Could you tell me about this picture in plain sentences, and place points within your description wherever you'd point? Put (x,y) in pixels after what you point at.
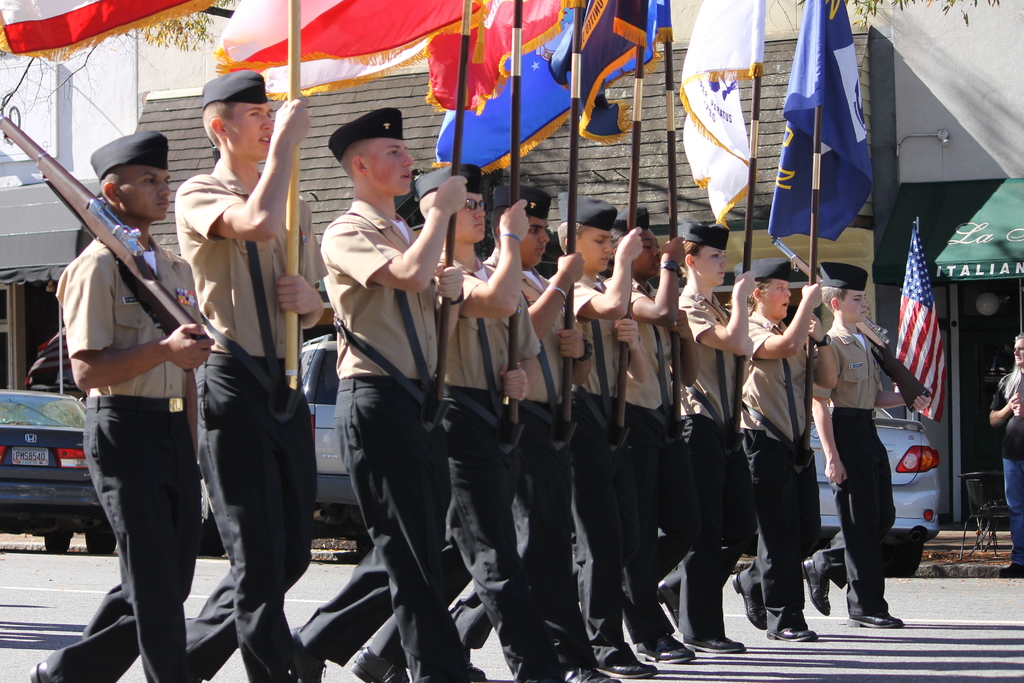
In this picture we can see the group of persons (616,286) who are holding flags (734,110). At both the corner of the group (776,506) we can see two persons (121,283) holding the gun (145,261). They are taking the march on the road (922,655). In the background (22,435) we can see cars (14,424), flag (902,349), building (893,340), light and shade (941,243). In the top left corner (173,31) we can see trees (182,22). On the right (1015,397) there is a woman (1019,555) who is standing near to the chair (978,544).
